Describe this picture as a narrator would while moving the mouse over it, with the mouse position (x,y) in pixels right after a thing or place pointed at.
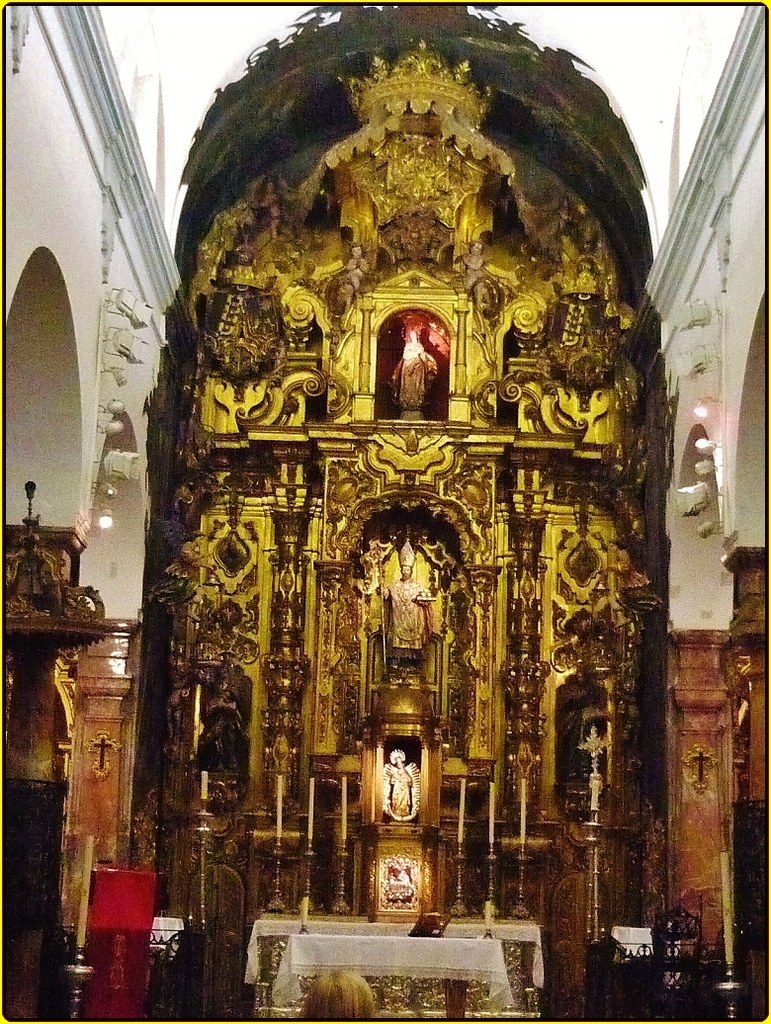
In the picture I can see sculptures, candles (492,788), wall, pillars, white color cloth (364,967) and some other things (398,980).
